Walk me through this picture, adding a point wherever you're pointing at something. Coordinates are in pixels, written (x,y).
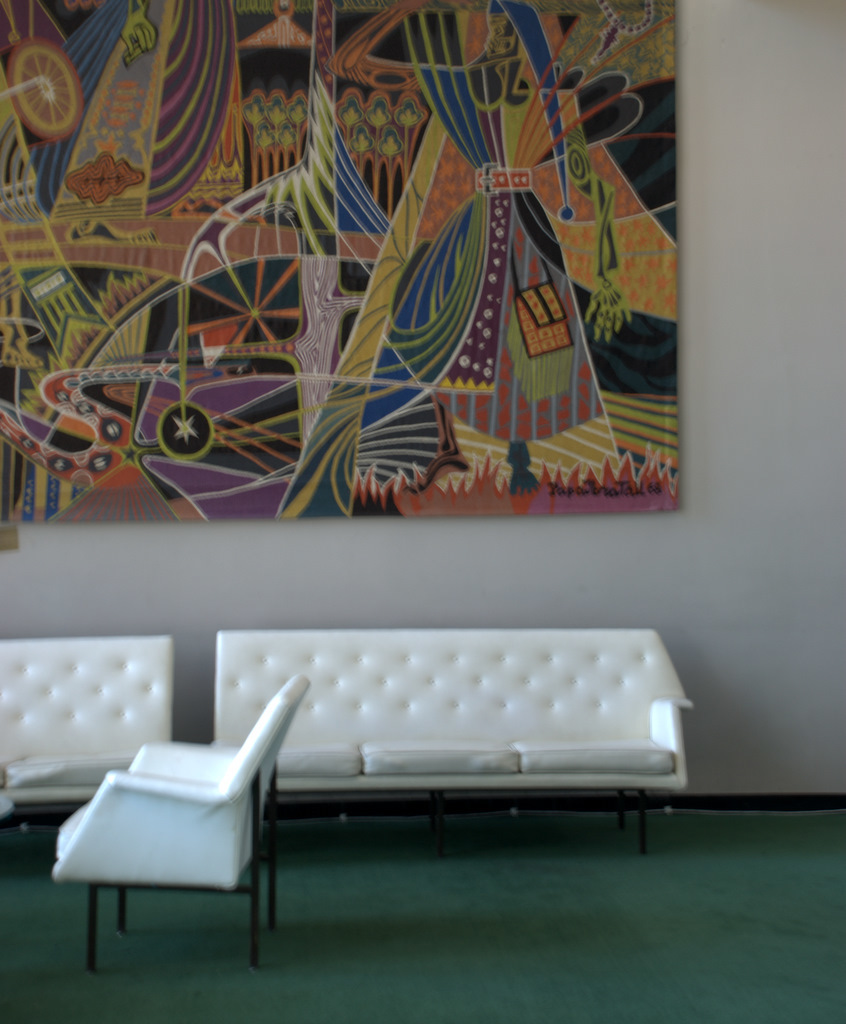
We can see sofas (392,646), chair (231,846) on the floor (431,905). On the background (745,299) we can see wall (748,334), painting board (446,199).
